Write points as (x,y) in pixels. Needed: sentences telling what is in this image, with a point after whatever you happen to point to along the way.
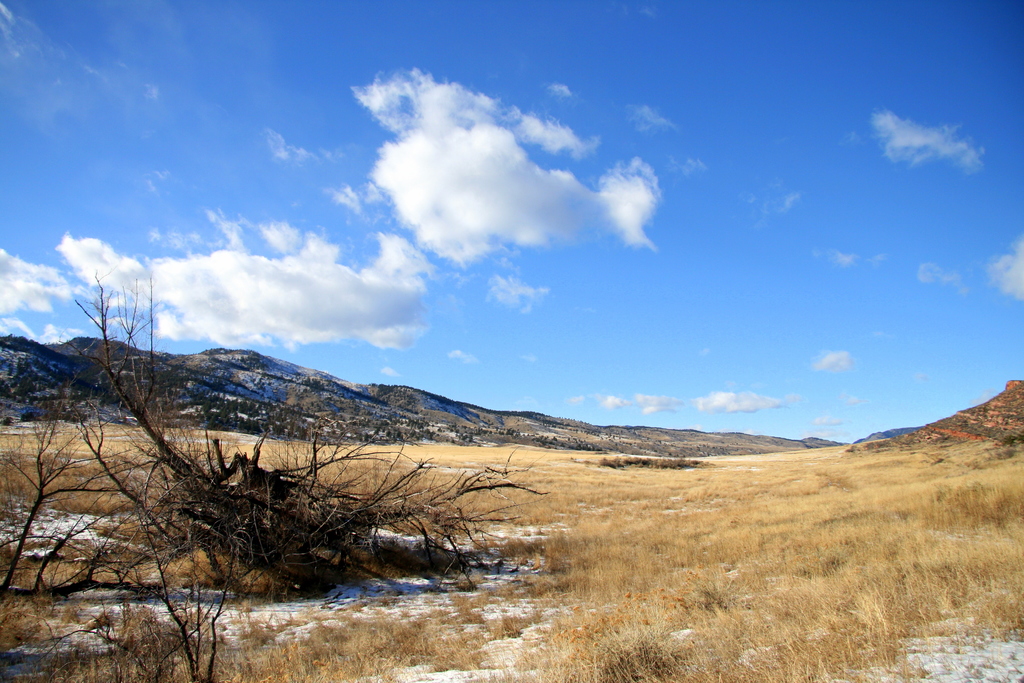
In this image we can see dried trees (163,565) and grass (556,534). In the background (246,404) there are hills (966,411). Also there is sky (606,259) with clouds (632,230).
